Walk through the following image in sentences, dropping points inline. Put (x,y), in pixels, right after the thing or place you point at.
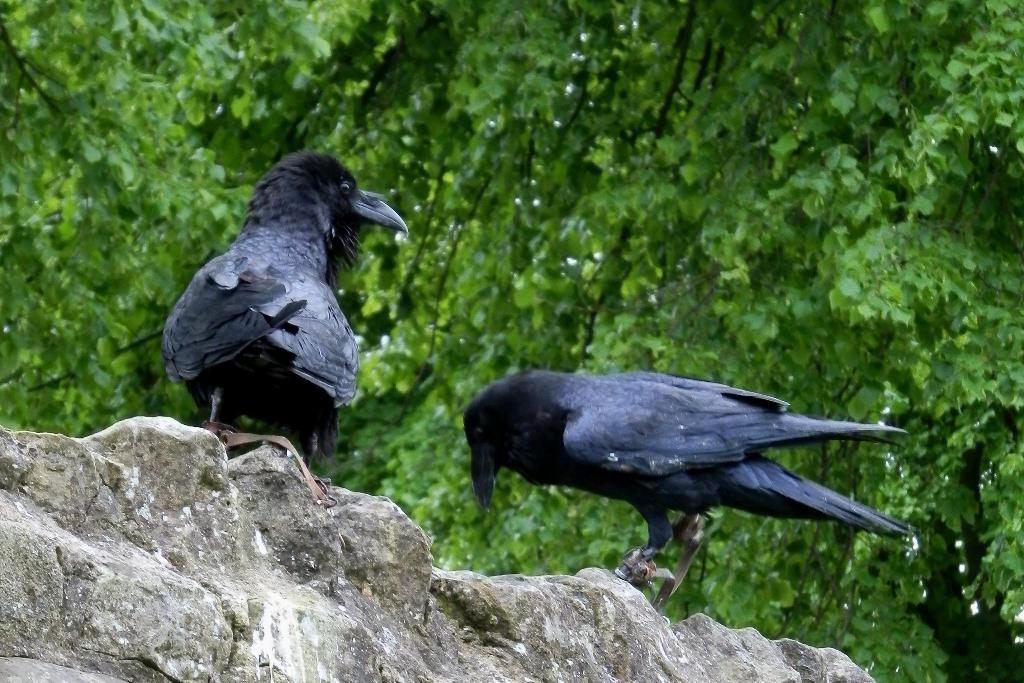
In this picture we can see two birds (278,308) on the stone wall (354,543). There are a few trees (225,241) visible in the background (817,195).
